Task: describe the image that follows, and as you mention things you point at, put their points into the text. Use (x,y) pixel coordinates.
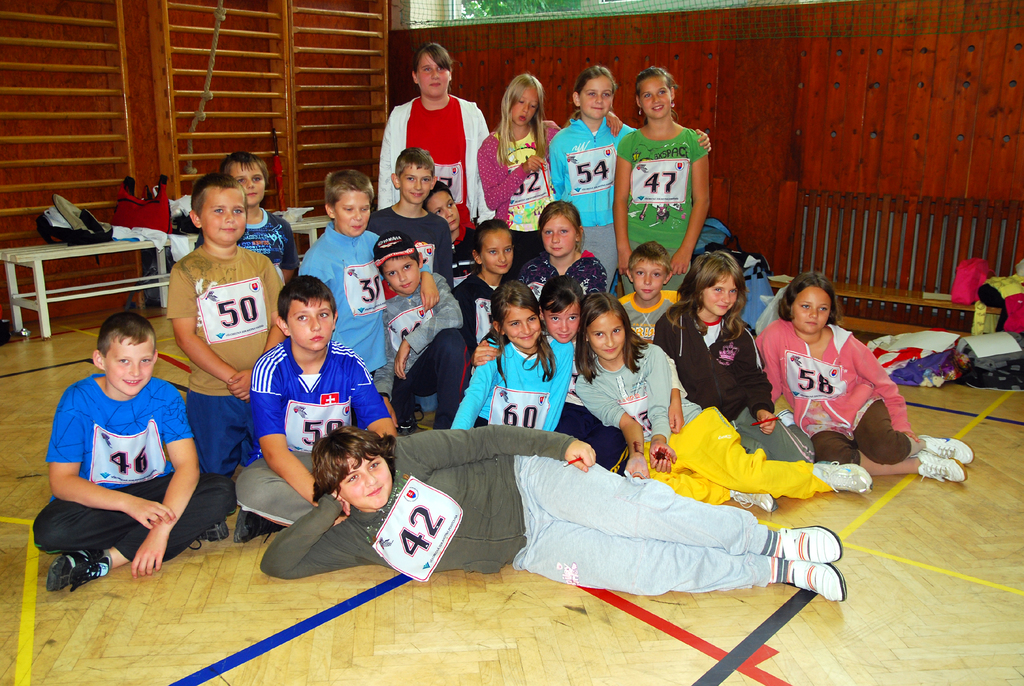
This image consists of many people (266,517) and there are numbers (419,540) on their shirts (468,512). At the bottom (386,632), there is a floor (378,591). In the front (481,537), the boy (469,544) is lying on the floor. In the background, there is a wall (864,67) made up of wood (195,35).
